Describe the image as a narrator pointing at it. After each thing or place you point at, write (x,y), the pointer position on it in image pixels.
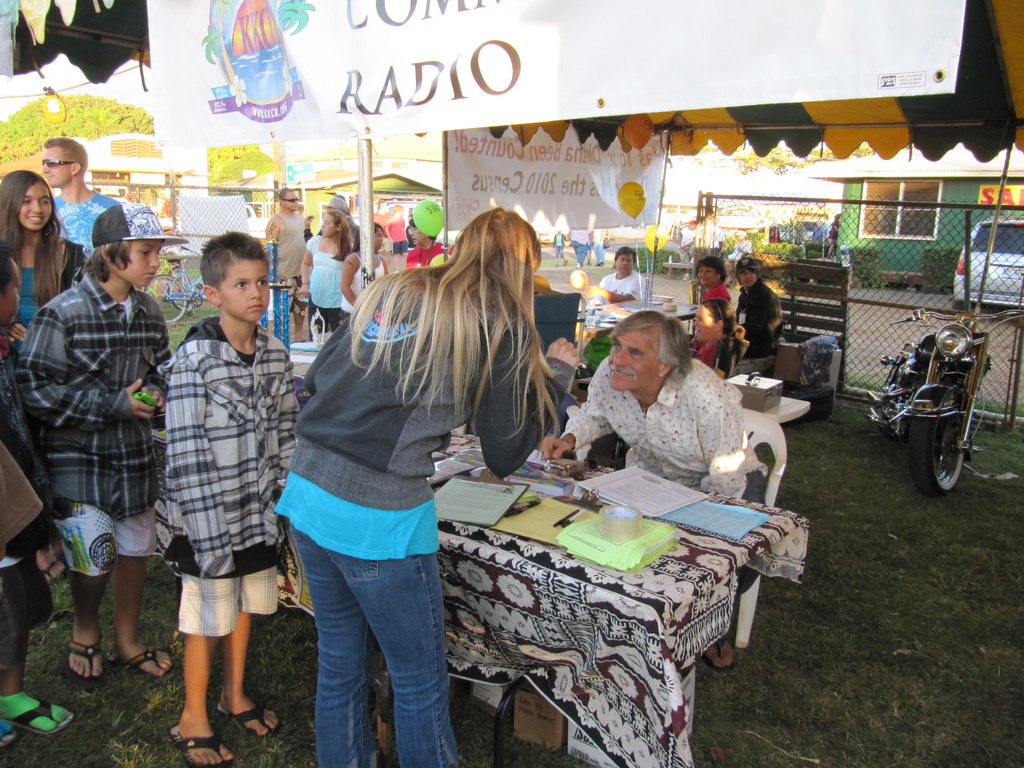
There are many people (151,297) standing in queue. A person (629,433) is sitting on a chair (748,462). There is a table (642,602). On the table (621,617) there is a cloth (623,600), paper (578,531), insulation tape (604,526), books (570,488), writing pads (516,489) and many other items (553,462). In the ground (861,632) there are grass (879,467). In the background (912,369) there is a motor cycle (937,381), some people (628,271) are sitting, house (869,213), car (973,269), fencing (882,281), also there is banner (608,216), balloons (662,239). On top (682,62) there is a banner (615,58).
